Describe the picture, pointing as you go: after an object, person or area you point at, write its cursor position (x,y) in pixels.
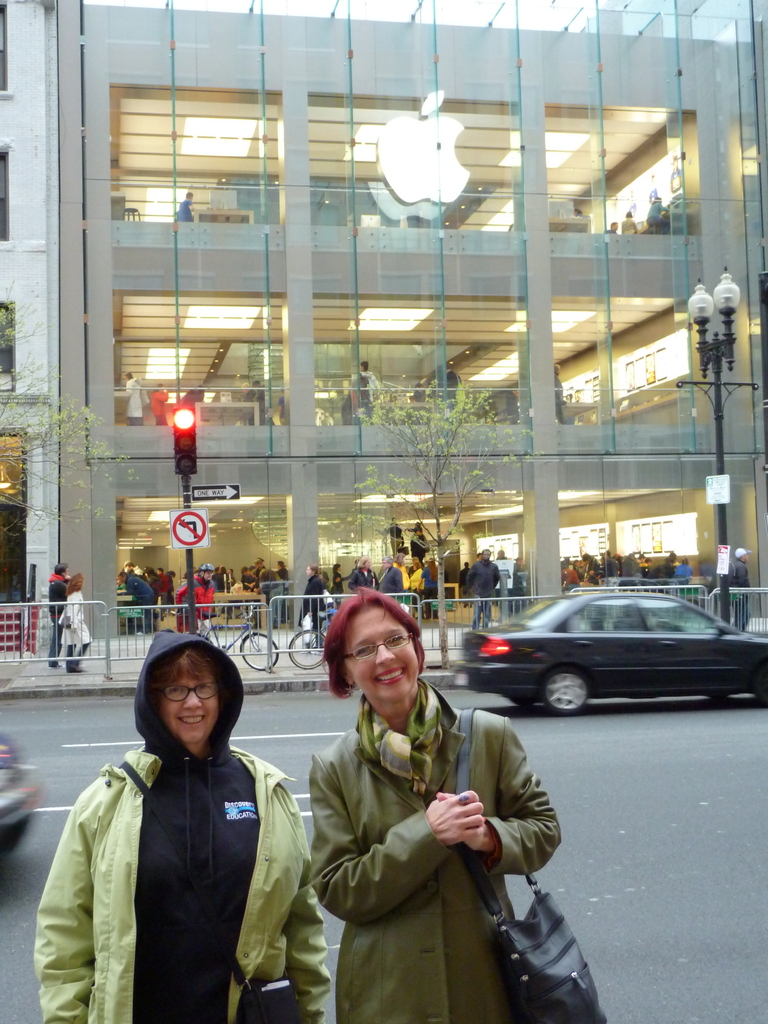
At the bottom of the image (196,1021) two persons (145,1020) are standing and smiling and holding bags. Behind them there are some vehicles (8,794) on the road (746,766). Behind the vehicle (731,645) there is a fencing (236,657). Behind the fencing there are some bicycles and poles (185,551) and traffic signs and trees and few people (428,575) are standing and walking. At the top of the image (700,22) there is a building (260,29).
